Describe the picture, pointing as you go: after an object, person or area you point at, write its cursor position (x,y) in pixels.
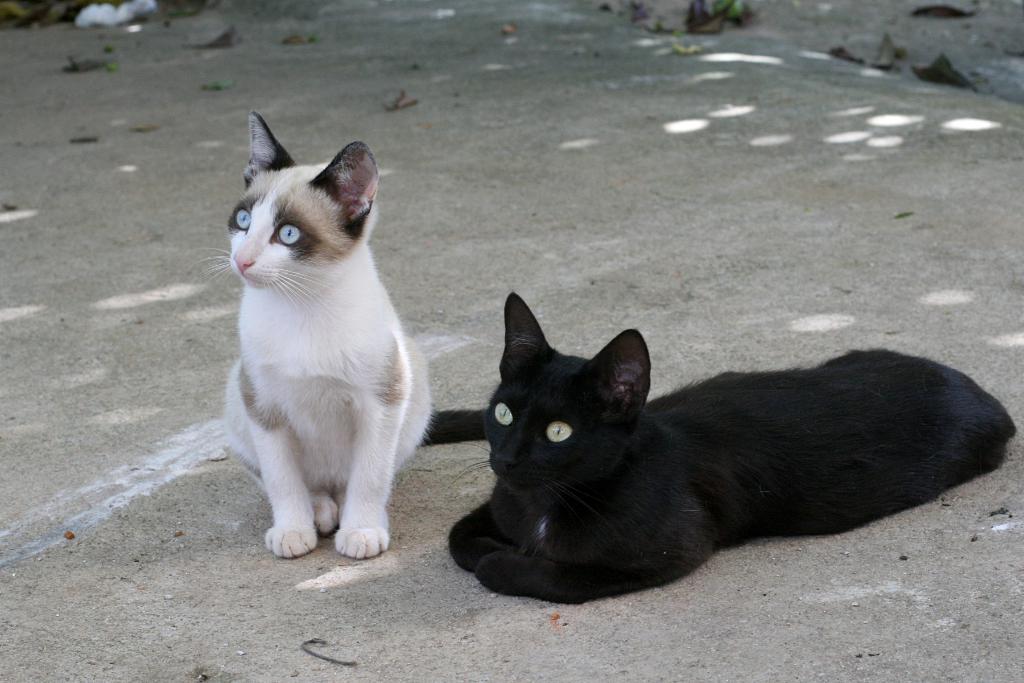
In this image, we can see some cats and the ground (608,207) with some objects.
